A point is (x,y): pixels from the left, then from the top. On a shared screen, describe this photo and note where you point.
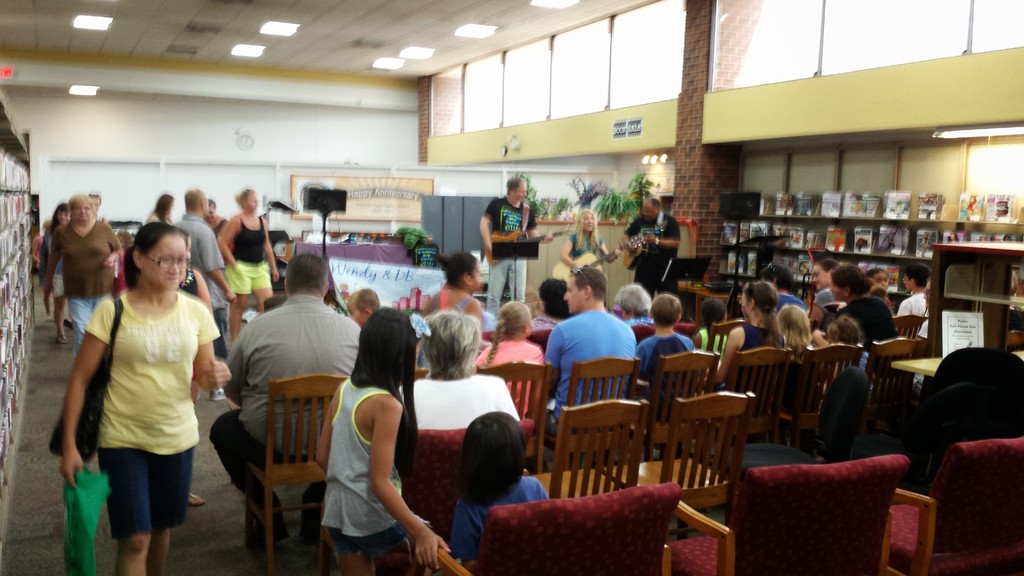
This picture shows few people (355,343) seated on the chairs (327,542) and few (216,244) are standing and we see a woman (193,331) walking, holding a handbag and a bag (71,518) in her hand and we see three people (661,268) playing guitar (502,237) and we see few books (745,233) on the shelf (833,177) and we see a bookshelf (3,257) with some books (18,179) on the left side (27,301) and a hoarding (381,195) to the wall (309,167) and couple of plants (590,185).
